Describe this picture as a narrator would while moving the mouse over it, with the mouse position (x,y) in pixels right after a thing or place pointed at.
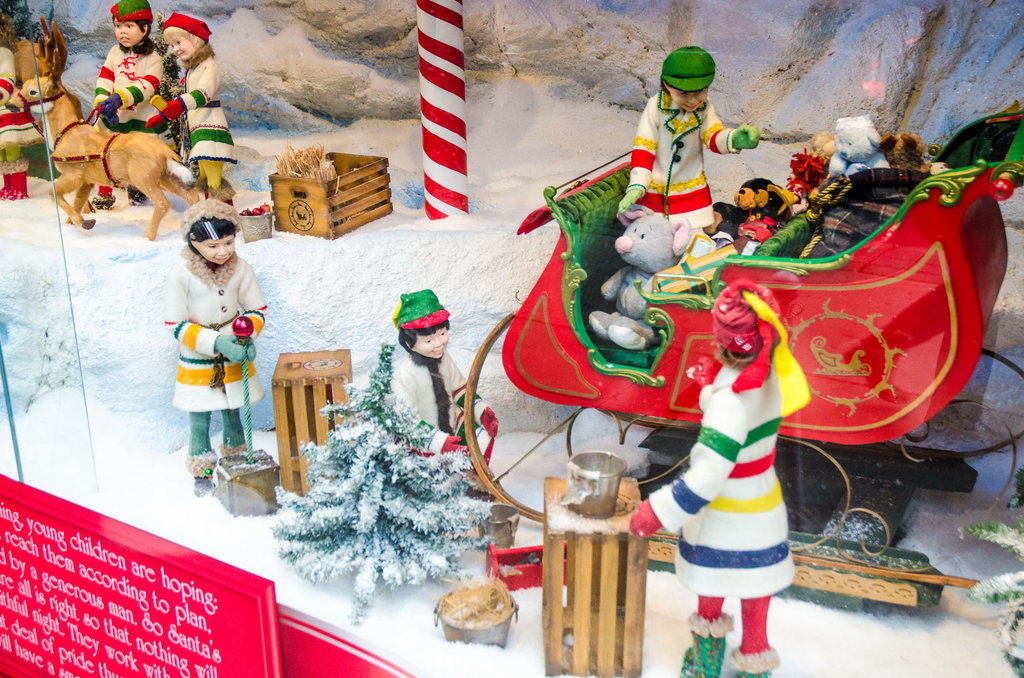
In this image we can see many toys (419,303). There is a display board (103,595) on which some text (122,601) written on it.
